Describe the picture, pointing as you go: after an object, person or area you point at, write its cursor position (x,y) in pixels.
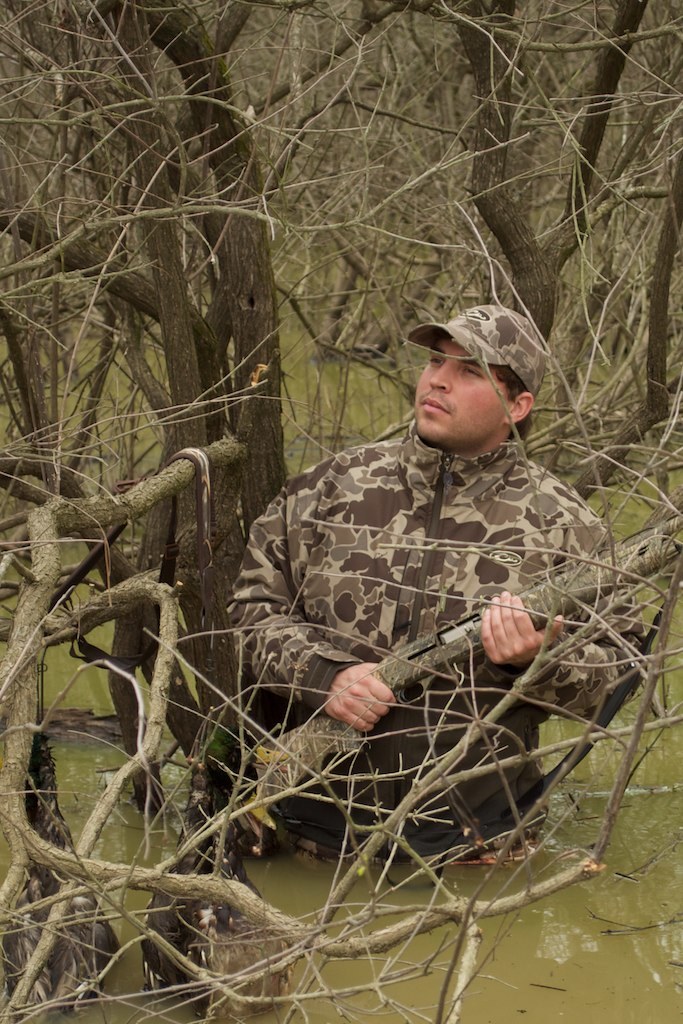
In this picture I can see a man (472,482) is standing in the water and holding a gun (475,630) in the hand (492,609). The man (518,632) is wearing a cap (494,333) and a uniform (451,600). In the background (286,392) I can see trees (388,363) and water (408,953).
